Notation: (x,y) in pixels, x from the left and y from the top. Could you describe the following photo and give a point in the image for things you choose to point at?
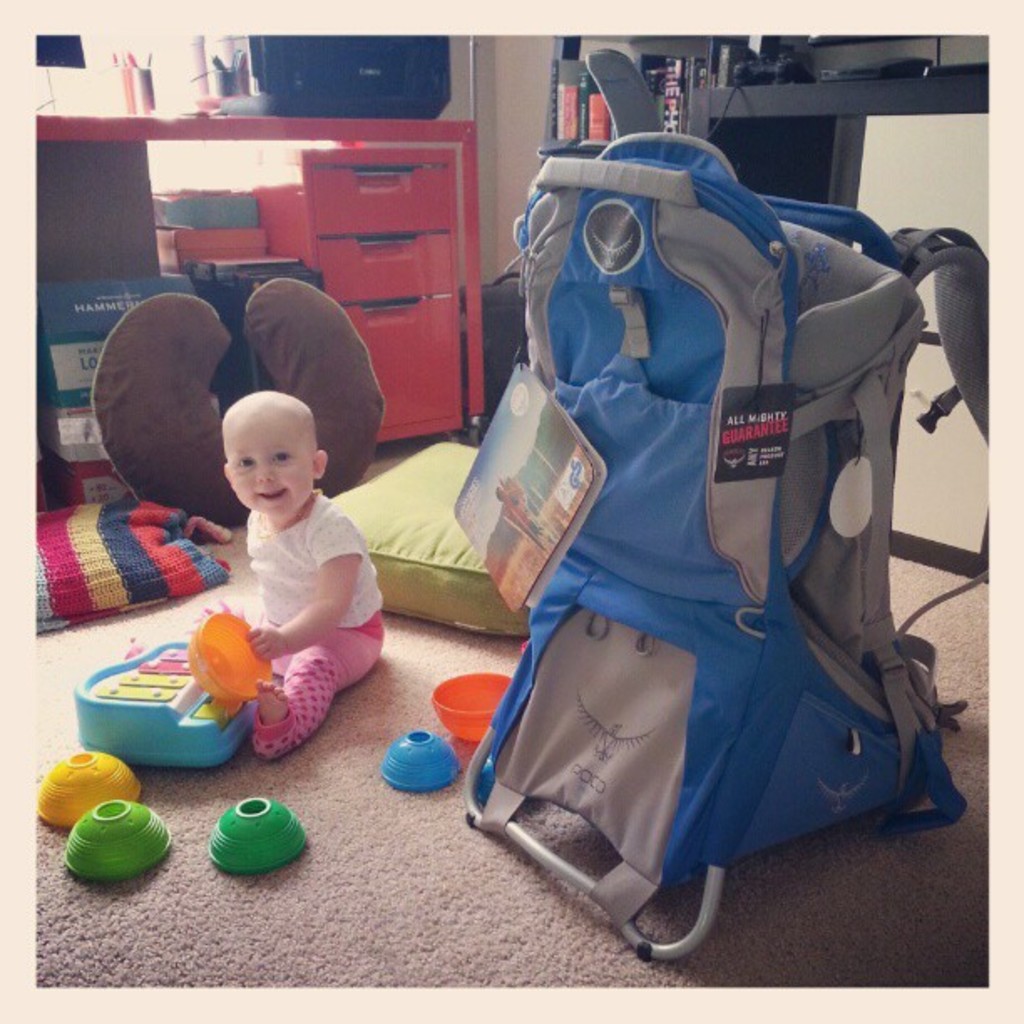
In the picture we can see inside view of the house (712,968) with a baby (266,706) sitting on the mat (716,955) and playing with the toys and beside the baby (276,723) we can see a luggage bag (902,290) and behind we can see some pillow (213,354) and behind it we can see a table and on it we can see some things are placed.
